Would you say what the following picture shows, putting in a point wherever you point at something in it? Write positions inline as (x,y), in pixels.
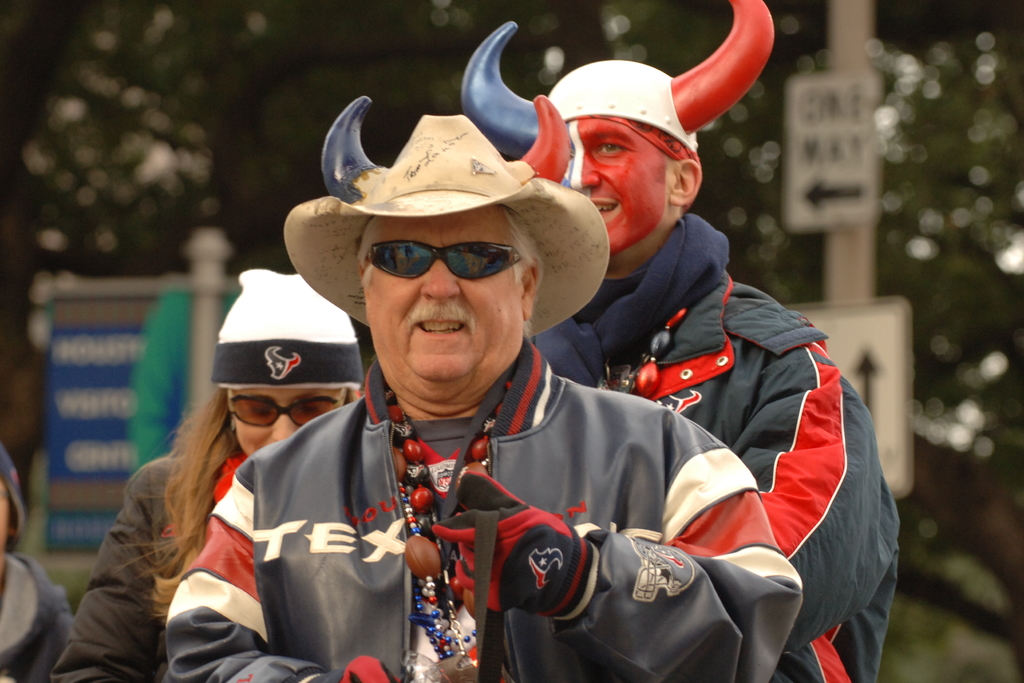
This picture describes about group of people (417,443), few people (464,307) wore caps (335,278) and few people (368,323) wore spectacles (421,263), in the background (823,174) we can find few sign boards (172,338) and a pole (838,21).
